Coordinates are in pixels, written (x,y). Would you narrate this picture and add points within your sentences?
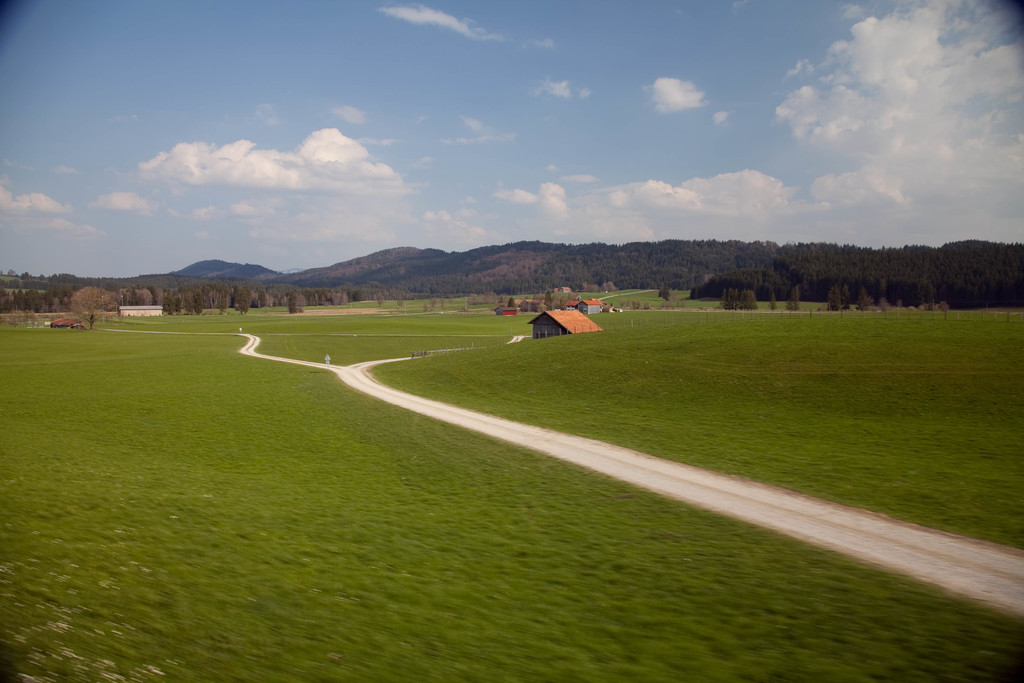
In the image we can see houses (555,326), trees (505,291) and hills (462,268). Here we can see grass (483,498), paths (639,478) and the cloudy sky (531,166).
